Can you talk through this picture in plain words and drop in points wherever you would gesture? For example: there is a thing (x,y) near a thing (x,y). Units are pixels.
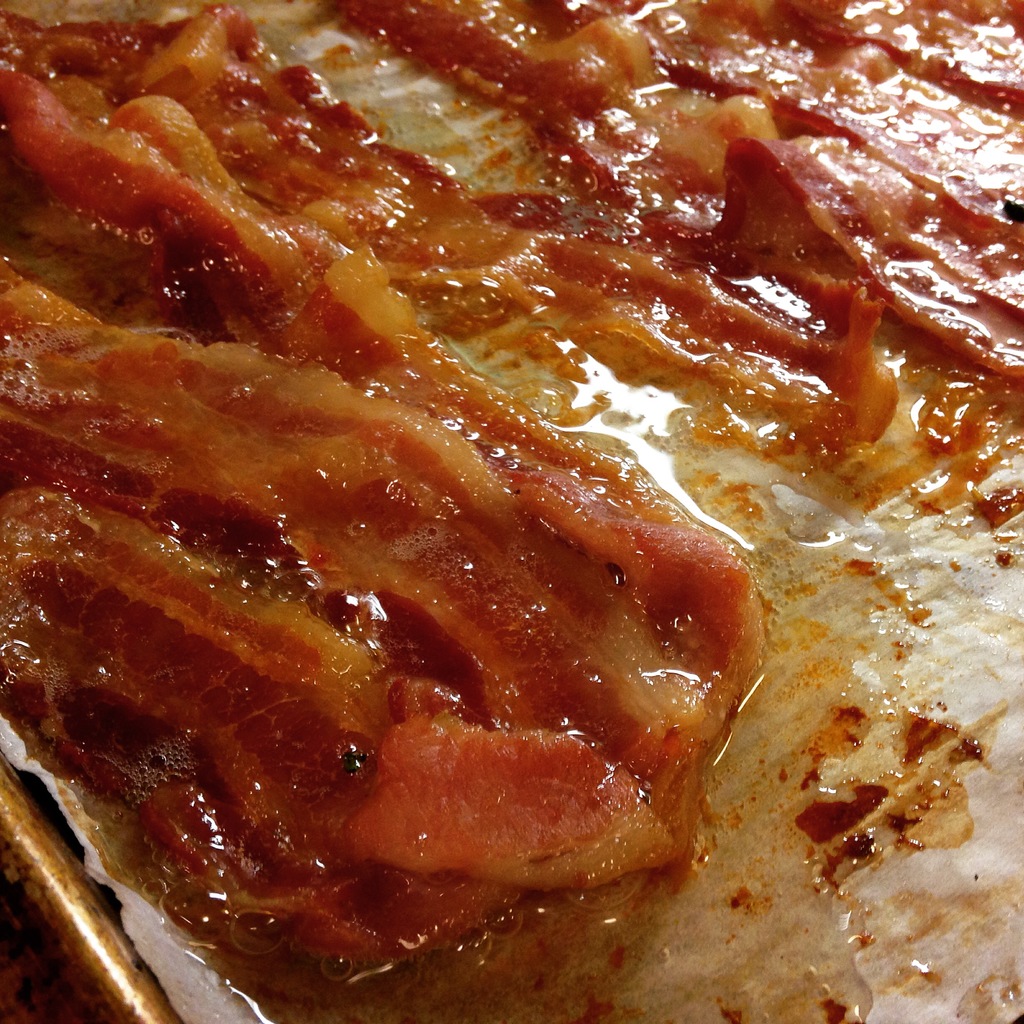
In this picture there is food (476,390). At the bottom left (2,831) it looks like a plate (20,836).
